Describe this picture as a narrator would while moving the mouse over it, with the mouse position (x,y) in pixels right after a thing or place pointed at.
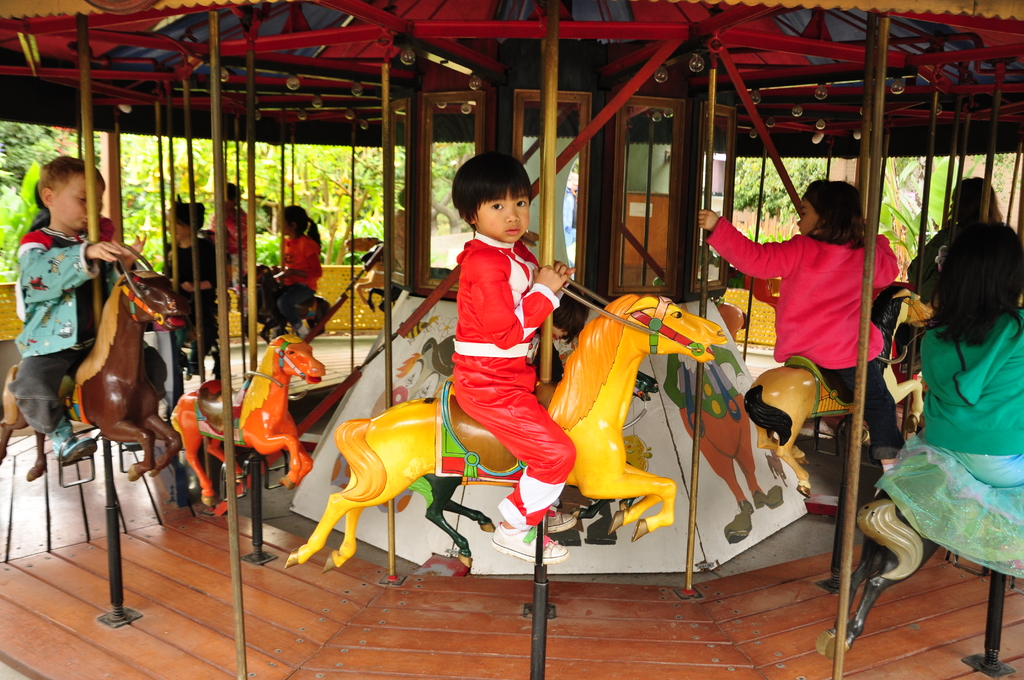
In this picture I can see there is a carousel (389,399) and there are some kids (473,257) sitting on the horses (874,592) in the carousel (342,648) and in the backdrop (16,200) I can see there are trees (128,228) and a wall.
